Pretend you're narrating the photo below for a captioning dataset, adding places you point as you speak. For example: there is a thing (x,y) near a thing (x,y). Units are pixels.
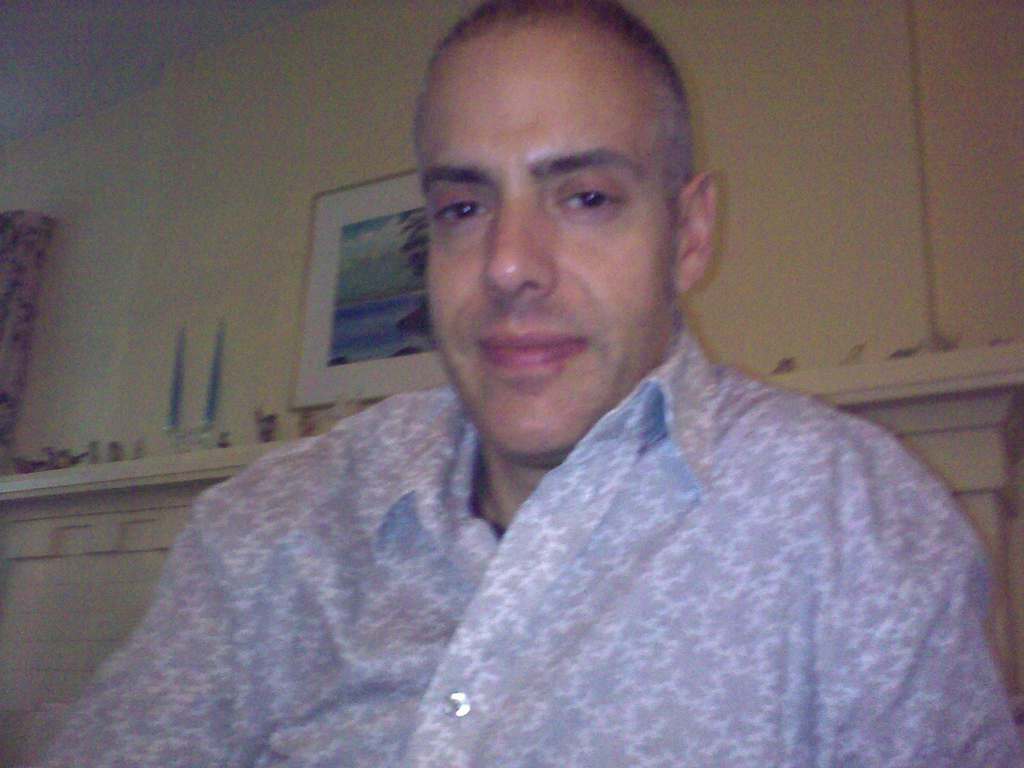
In this image I can see there is a man (981,672) sitting and he is wearing a shirt (518,562) and smiling and in the backdrop (197,333) I can see there is a wall (160,364) and there is a photo frame (321,236) on the wall (338,158).
